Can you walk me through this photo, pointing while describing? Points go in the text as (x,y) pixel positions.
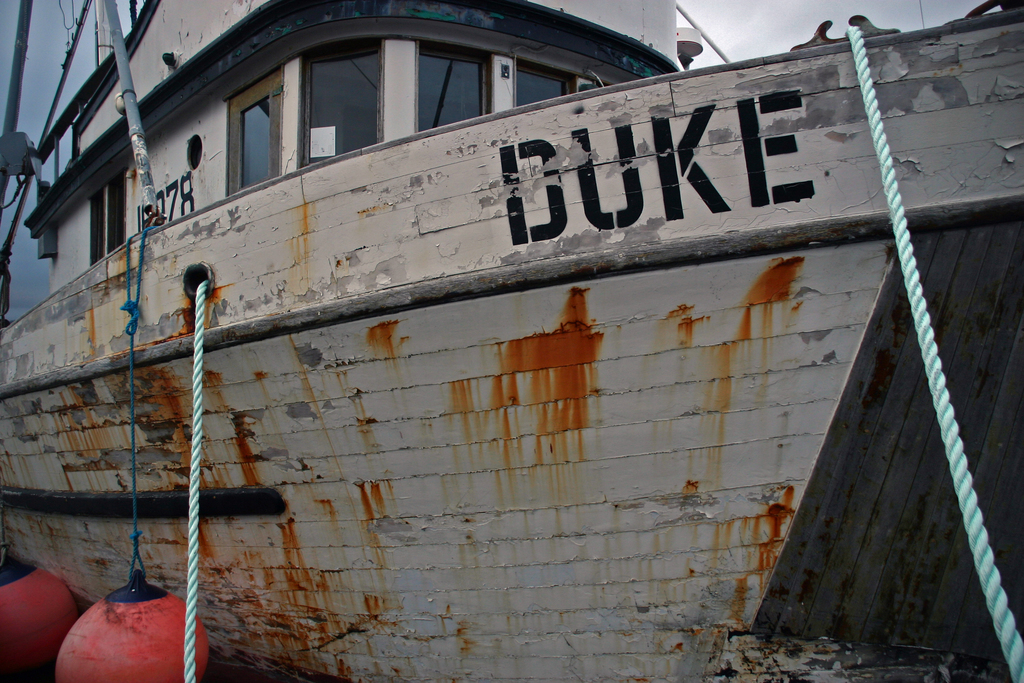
Here I can see a ship (377,263) along with the windows (323,91), metal poles (126,114) and ropes (940,406). At the top of the image (735,23) I can see the sky (764,15). On this ship (669,202) there is some text (516,220). In the bottom left-hand corner (81,636) there are two red color objects (127,640).
